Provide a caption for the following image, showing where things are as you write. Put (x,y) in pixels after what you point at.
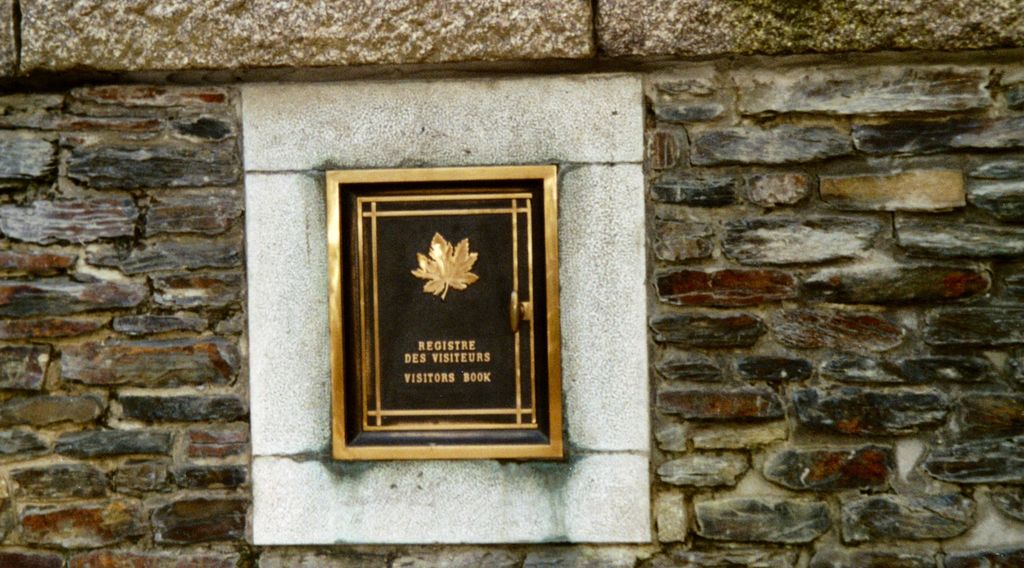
In this picture we can see golden leaf frame (470,293), fixed in the brick wall (218,444). In the front (421,382) we can see "Visitor book" is written on the frame (425,385).
